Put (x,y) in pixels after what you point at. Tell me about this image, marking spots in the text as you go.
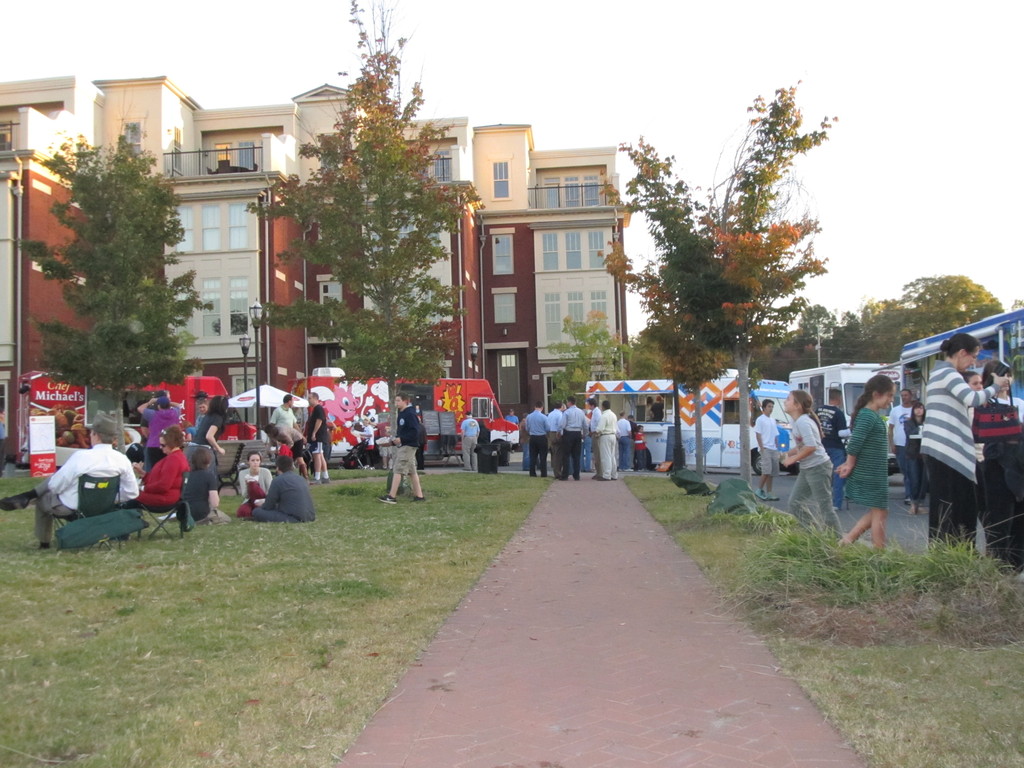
In this picture I can see group of people (608,413) standing, group of people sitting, there are chairs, a building (251,368), trees (348,369), grass (692,516), there are vehicles (597,393), umbrella (263,398) with a pole (255,410), and in the background (684,62) there is sky (821,50).
